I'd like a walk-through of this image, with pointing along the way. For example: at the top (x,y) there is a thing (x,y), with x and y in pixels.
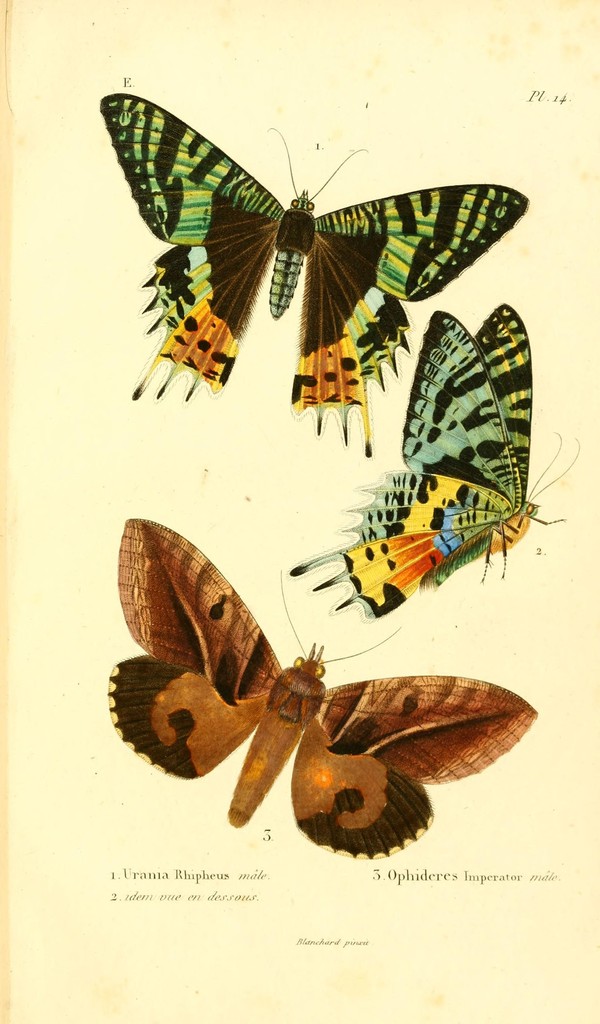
In this image we can see a poster (522,768). On this poster (525,507) we can see pictures of butterflies (294,704) and something is written on it.
